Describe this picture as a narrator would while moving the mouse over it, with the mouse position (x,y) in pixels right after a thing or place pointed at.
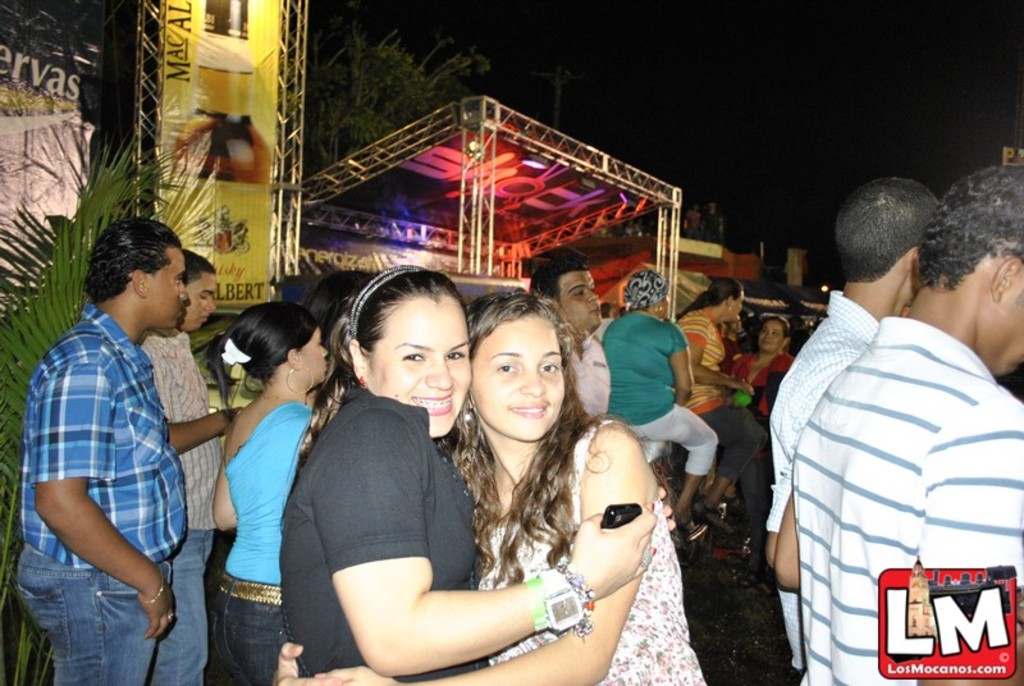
In this image I can see the group of people (566,450) with different color dresses (471,523). To the side I can see the banner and the stage (505,217). In the background (593,28) there are many trees (352,23) and the sky (742,124).
